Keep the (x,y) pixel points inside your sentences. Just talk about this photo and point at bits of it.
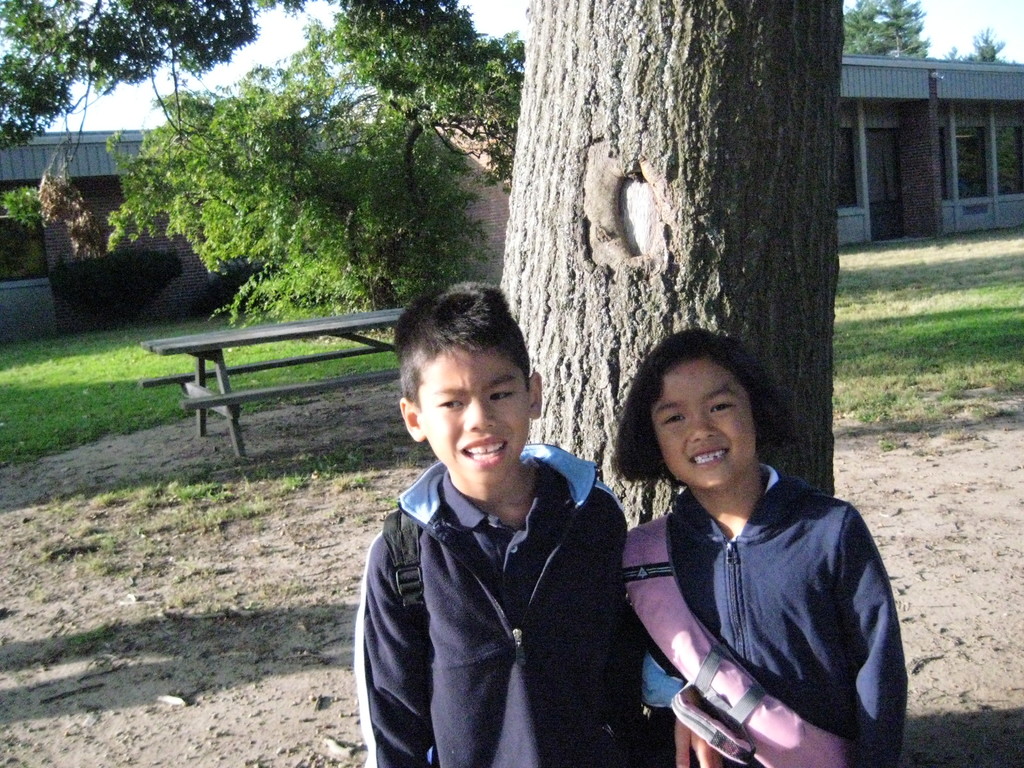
In this image in front (759,525) there are two people (755,538). Behind them there is a tree (728,214). In the center of the image (391,312) there is a table (248,392). In the background of the image (229,218) there are trees (988,57), buildings (964,73) and sky (104,11). At the bottom of the image (77,540) there is grass (966,339) on the surface (933,338).
